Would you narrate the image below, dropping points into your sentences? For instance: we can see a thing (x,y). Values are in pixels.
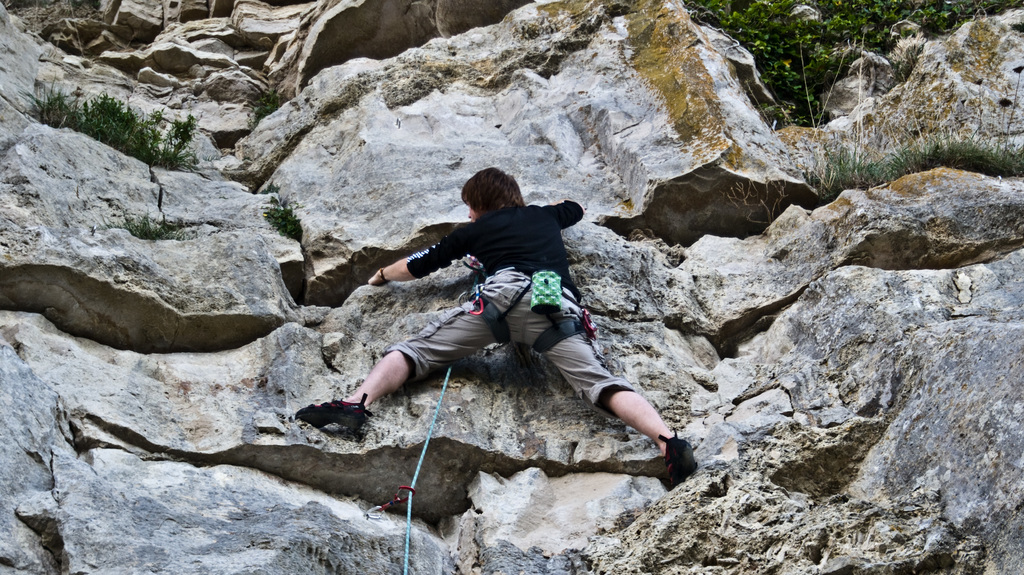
In this image we can see a person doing rock climbing. In the background (854,51) we can see plants (799,29) and grass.
